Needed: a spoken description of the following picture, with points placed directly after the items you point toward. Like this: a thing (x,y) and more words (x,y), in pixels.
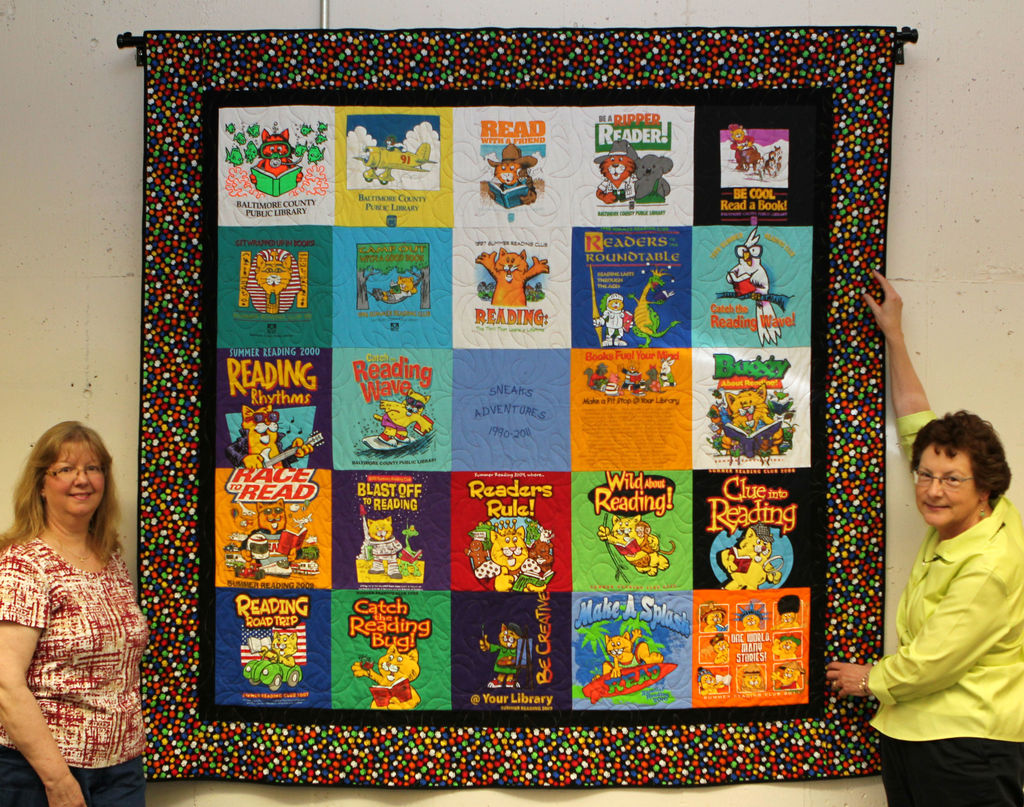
In this picture we can see two women (929,563), they wore spectacles (965,483), and we can see a patch work (254,367) on the wall (123,325).
